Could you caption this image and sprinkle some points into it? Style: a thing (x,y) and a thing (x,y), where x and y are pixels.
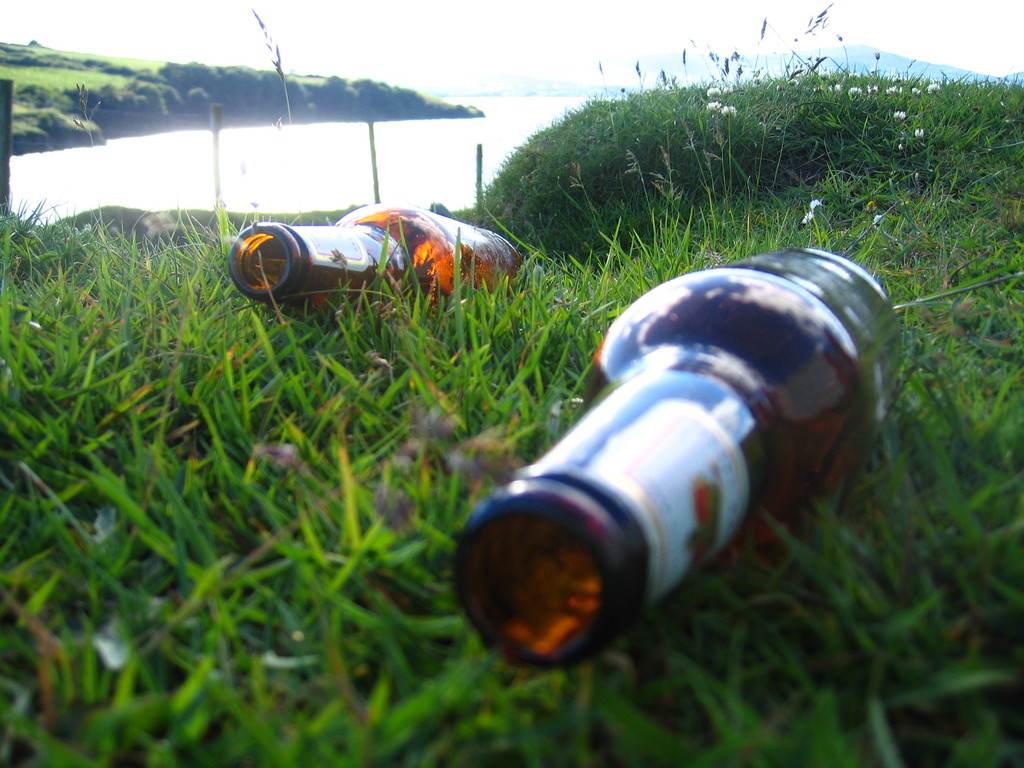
In this image we can see two glass bottles (682,453) on the grassy land (243,629). In the background (88,195), we can see water (307,133) and the sky (429,53).
